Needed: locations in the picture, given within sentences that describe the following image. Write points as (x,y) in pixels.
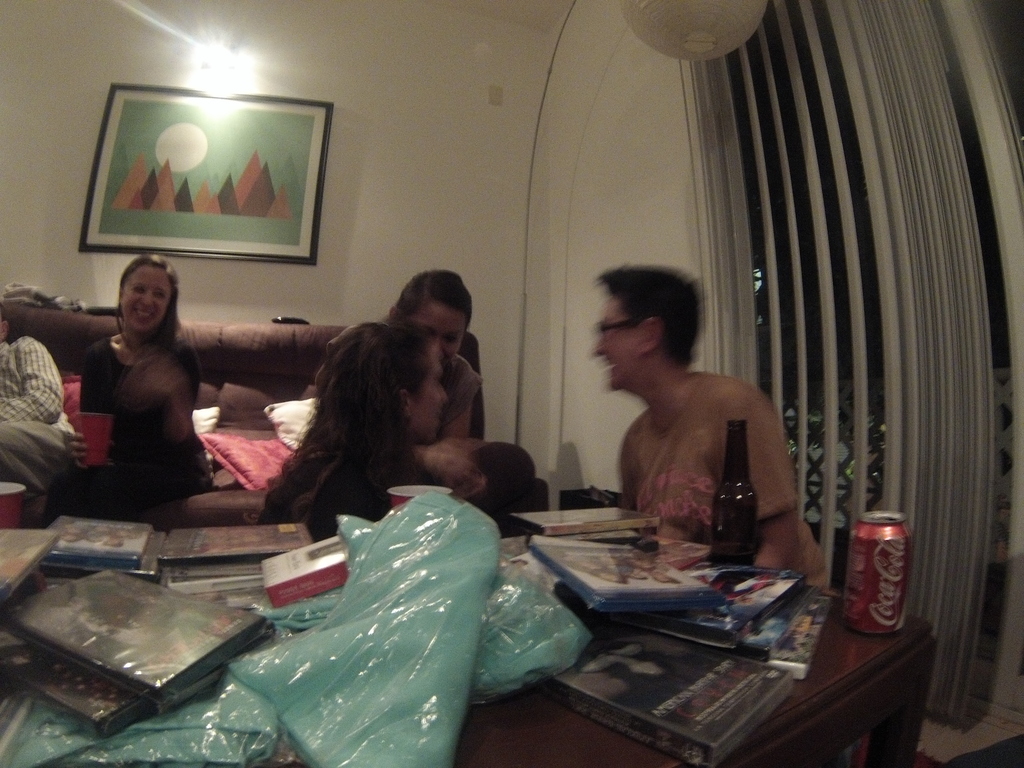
There are three people (420,308) who are sitting on a sofa (234,500). There is a woman (117,396) sitting on a sofa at the left (176,444) and she is smiling. There is a man (666,434) who is sitting at the right corner (690,448) and he is also smiling. It is a wooden table (864,650). A Coca-Cola can (881,553) is placed on the wooden table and other materials (380,717) are also placed on the table (528,738) and a photo frame (187,125) is fixed to a wall (449,177).
